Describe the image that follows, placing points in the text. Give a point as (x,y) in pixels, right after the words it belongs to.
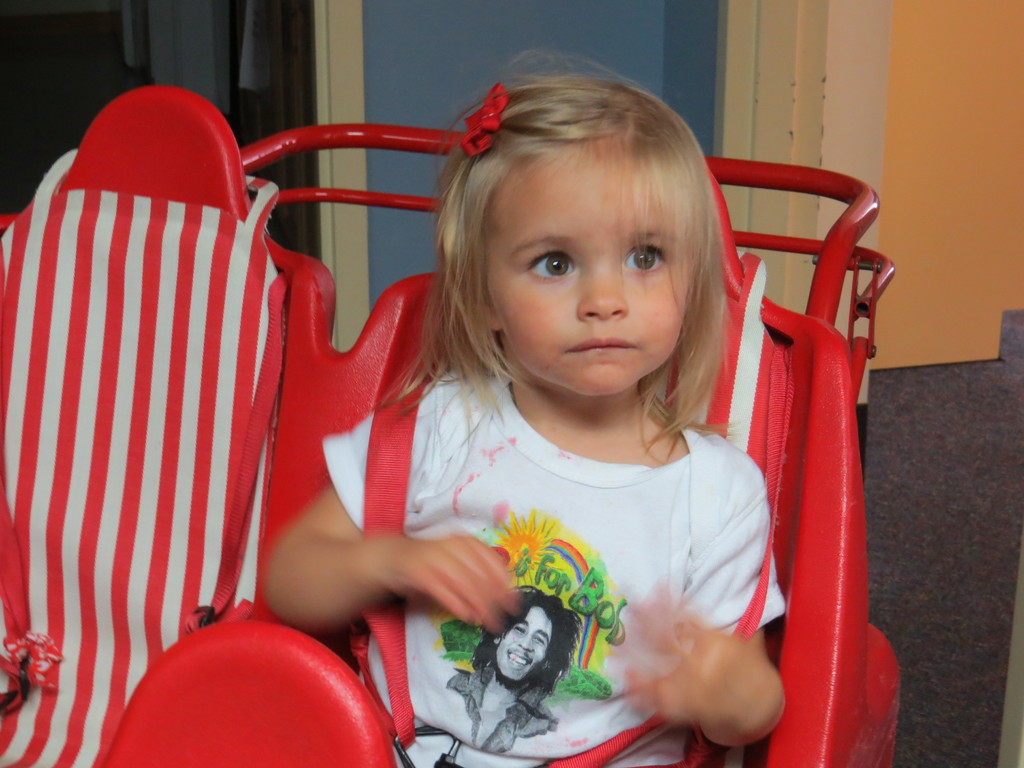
Here I can see a girl (560,528) wearing a white color t-shirt (624,508) and sitting in a toy vehicle (210,327) which is in red color. In the background (608,69) there is a wall (900,70).
